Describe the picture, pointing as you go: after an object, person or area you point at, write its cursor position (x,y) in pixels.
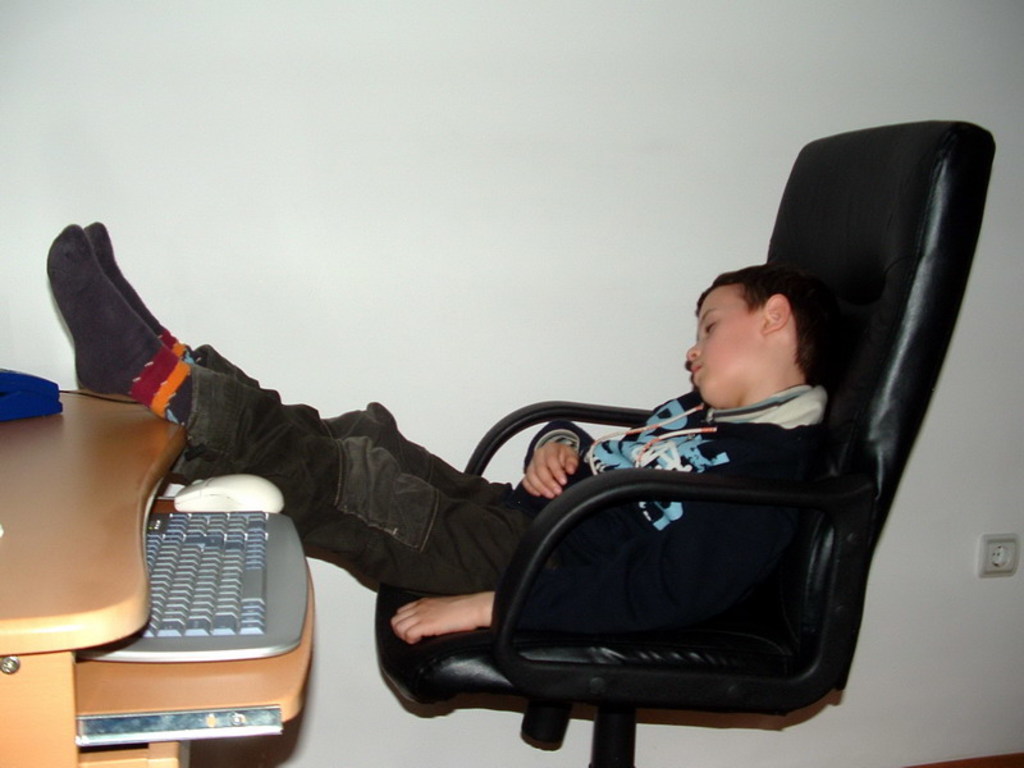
The image is taken inside a room (635,391). In the center of the image (652,490) there is a chair (936,313). There is a boy (299,533) sitting on a chair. On the left (110,736) there is table (263,710). There is a keyboard (246,537) and a mouse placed on a table (185,678). In the background (241,759) there is a wall (257,765).
